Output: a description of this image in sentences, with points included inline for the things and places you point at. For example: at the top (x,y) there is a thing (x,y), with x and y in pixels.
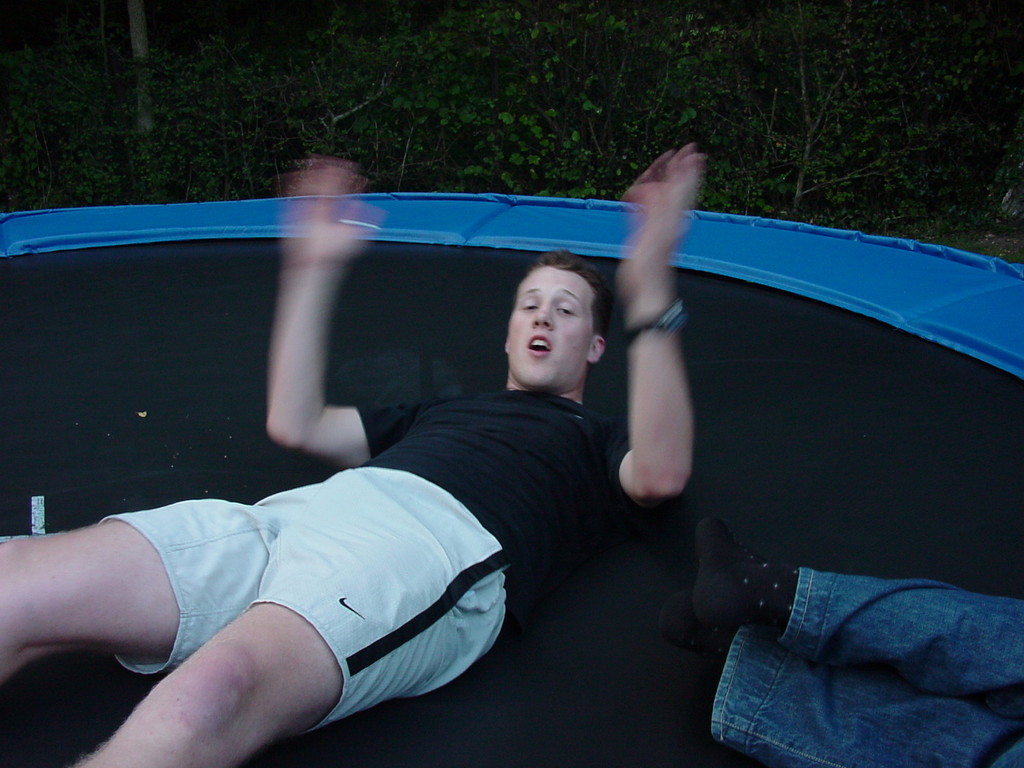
There are two persons (787,628) present on a jumping bed (785,411) as we can see at the bottom of this image (457,576), and there are some plants (554,151) in the background (644,131).
